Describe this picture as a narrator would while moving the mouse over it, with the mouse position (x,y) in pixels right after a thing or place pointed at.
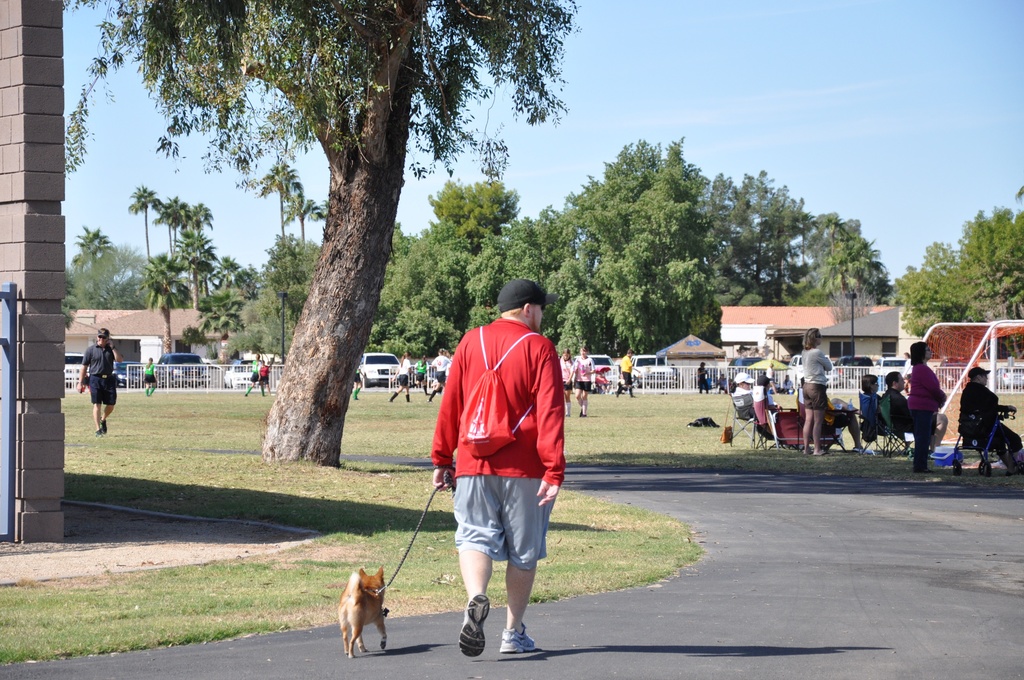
In this image we can see a man (501,366) walking on a road (454,624) and holding a dog (384,631), there are few people (863,390) sitting, few people (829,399) standing and few people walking on the ground (121,398) and there are trees (428,275), buildings (770,353), fence (725,373) and sky (625,96) in the background (866,107).
